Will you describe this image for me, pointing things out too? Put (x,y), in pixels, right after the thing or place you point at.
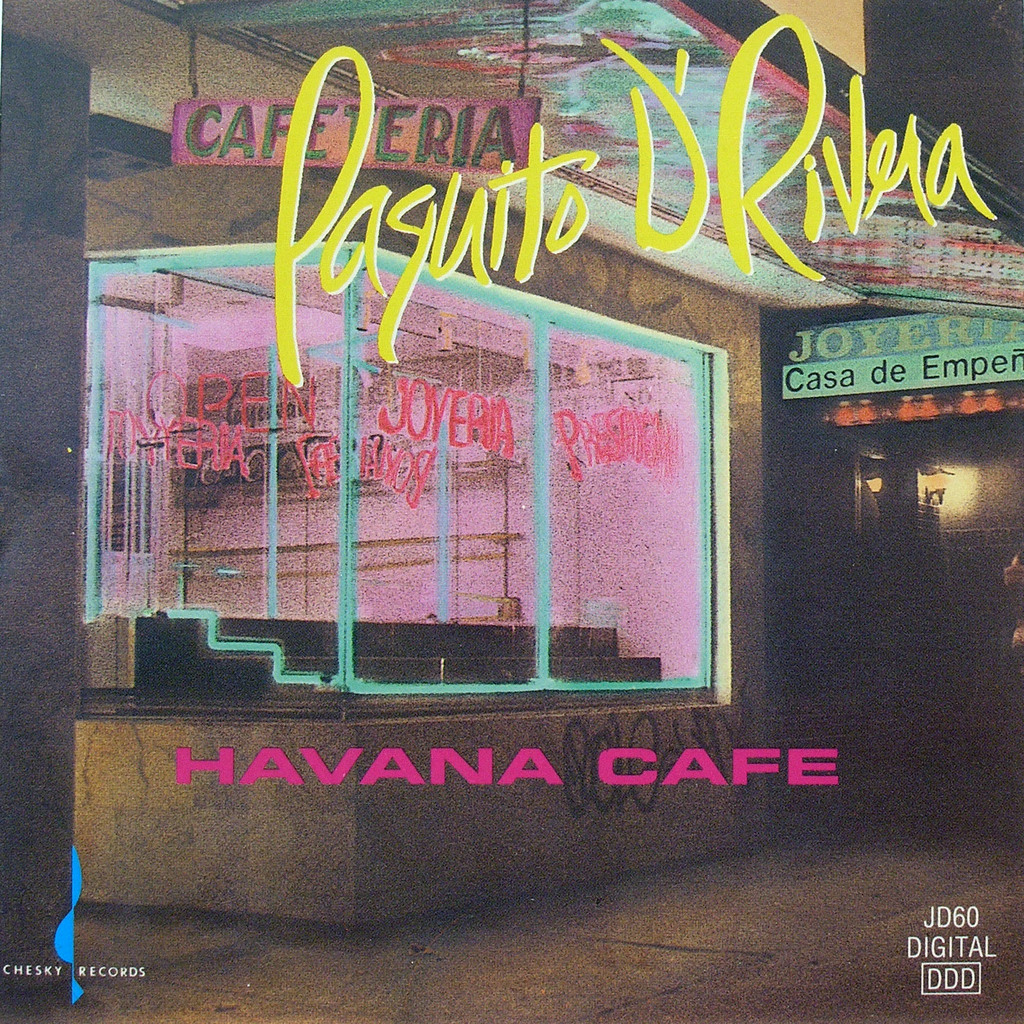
In this image I can see a picture of building (406,628) and it is representing a cafeteria (515,536). Also there are stairs (325,658), glass walls (611,577), name boards (406,126), and some text (338,282) written on the image. Also there are watermarks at the bottom of the image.
